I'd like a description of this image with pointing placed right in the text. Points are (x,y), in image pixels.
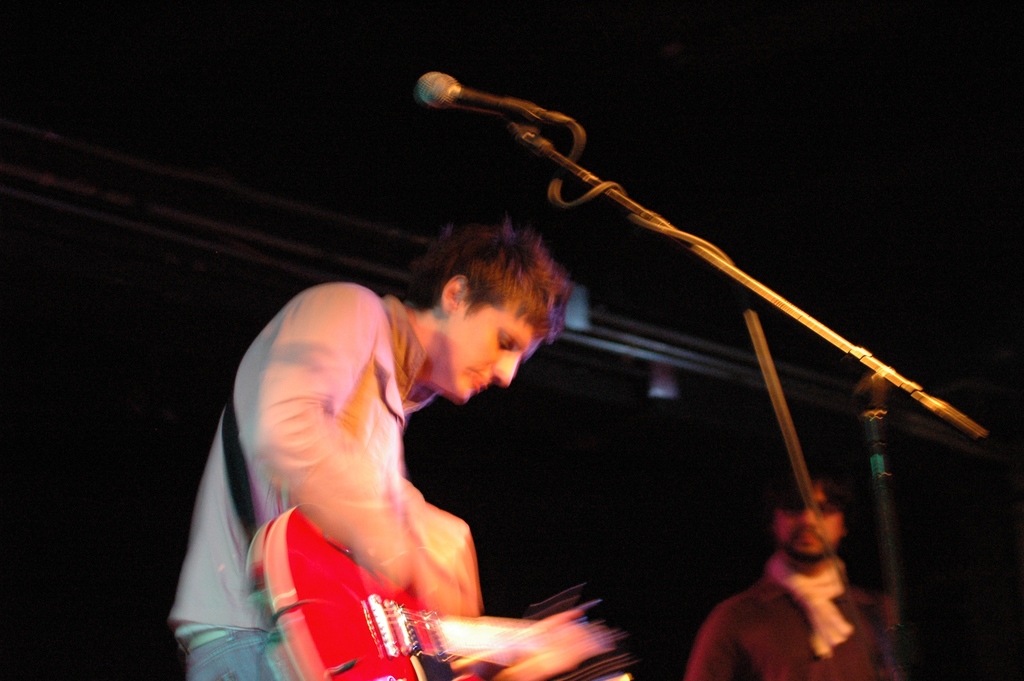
In this 2 people (401,538) a person (393,489) is playing guitar (421,622) here on the left (313,441) and there is a mic (448,100) over here.
